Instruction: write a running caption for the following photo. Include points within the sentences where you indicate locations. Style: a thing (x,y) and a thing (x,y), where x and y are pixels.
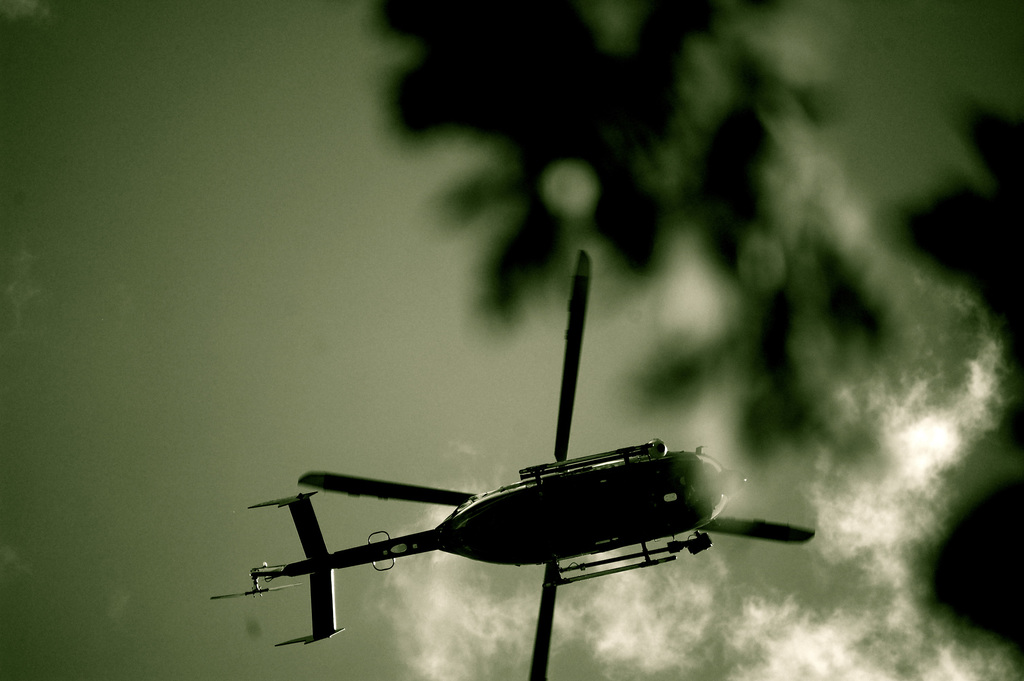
There is a helicopter (471,512) flying. In the background (510,423) there is sky (793,551) with clouds (880,532).
